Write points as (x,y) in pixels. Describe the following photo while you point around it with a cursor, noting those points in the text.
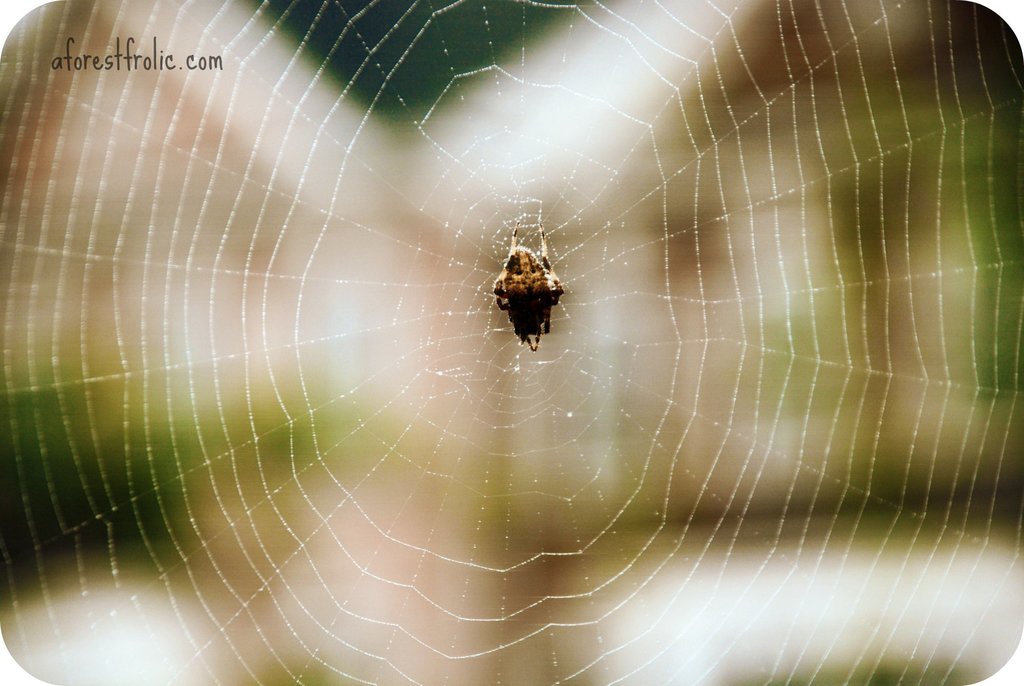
In this picture we can see spider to the web (112,567).
